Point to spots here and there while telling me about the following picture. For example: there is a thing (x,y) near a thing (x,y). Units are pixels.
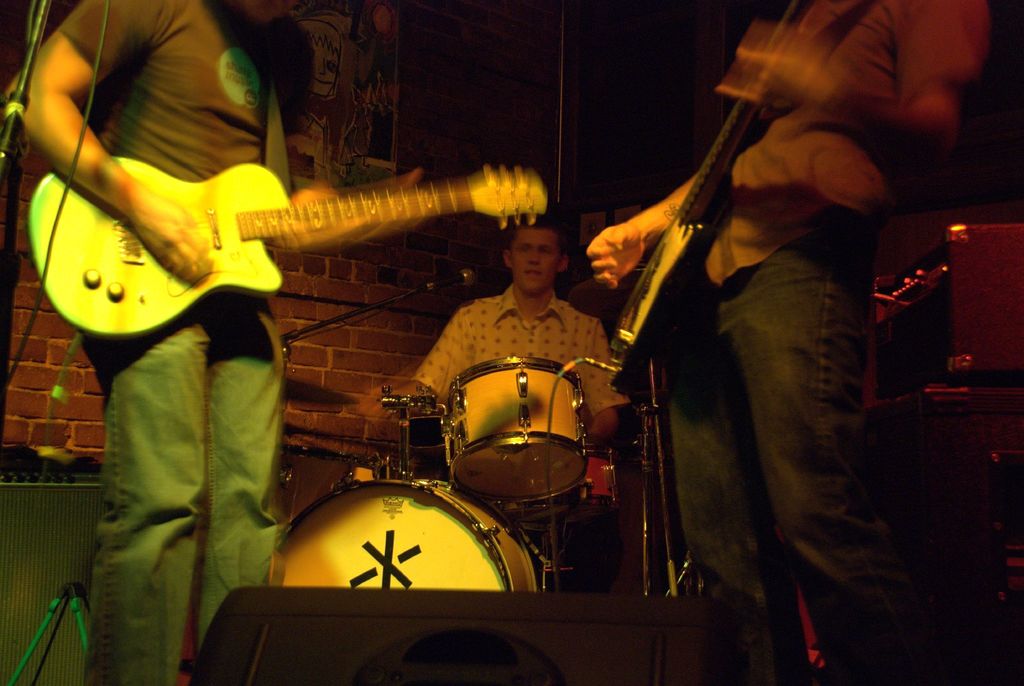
In this image, we can see three people (178,406) are playing musical instruments (512,378). At the bottom of the image (560,653), we can see a black color object (504,651). Background (390,288) there is a brick wall (379,322), some poster (344,120). Here we can see few stands (12,100) and microphone (466,277).
